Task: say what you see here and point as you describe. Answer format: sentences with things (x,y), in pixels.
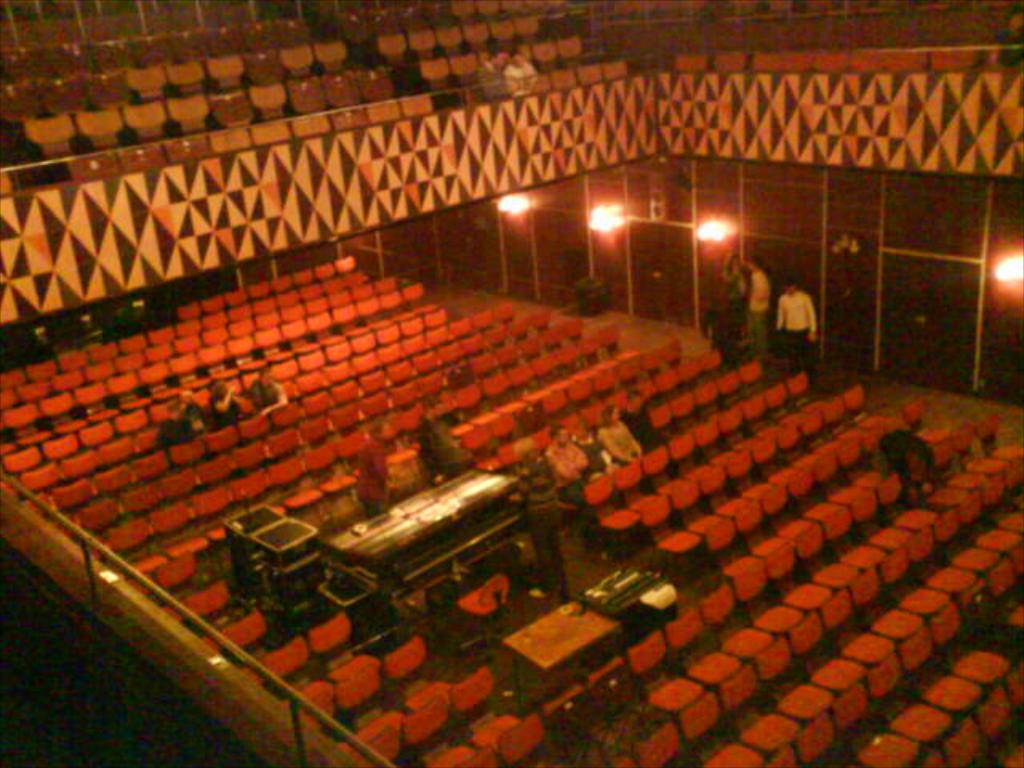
This image looks like a theater (341,364). At the bottom (765,541), there are many chairs (855,677) in which there are few people (226,398) are sitting. On the right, there are lights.
